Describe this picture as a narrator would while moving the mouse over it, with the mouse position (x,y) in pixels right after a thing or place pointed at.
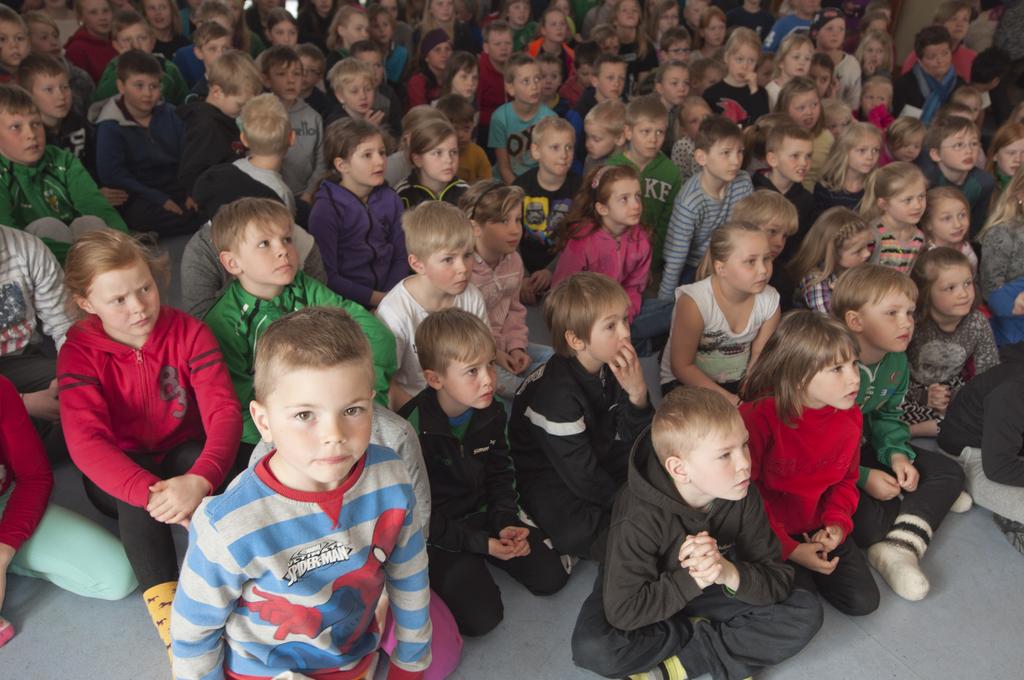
In the picture we can see many children (529,564) are sitting on the floor (981,613).
